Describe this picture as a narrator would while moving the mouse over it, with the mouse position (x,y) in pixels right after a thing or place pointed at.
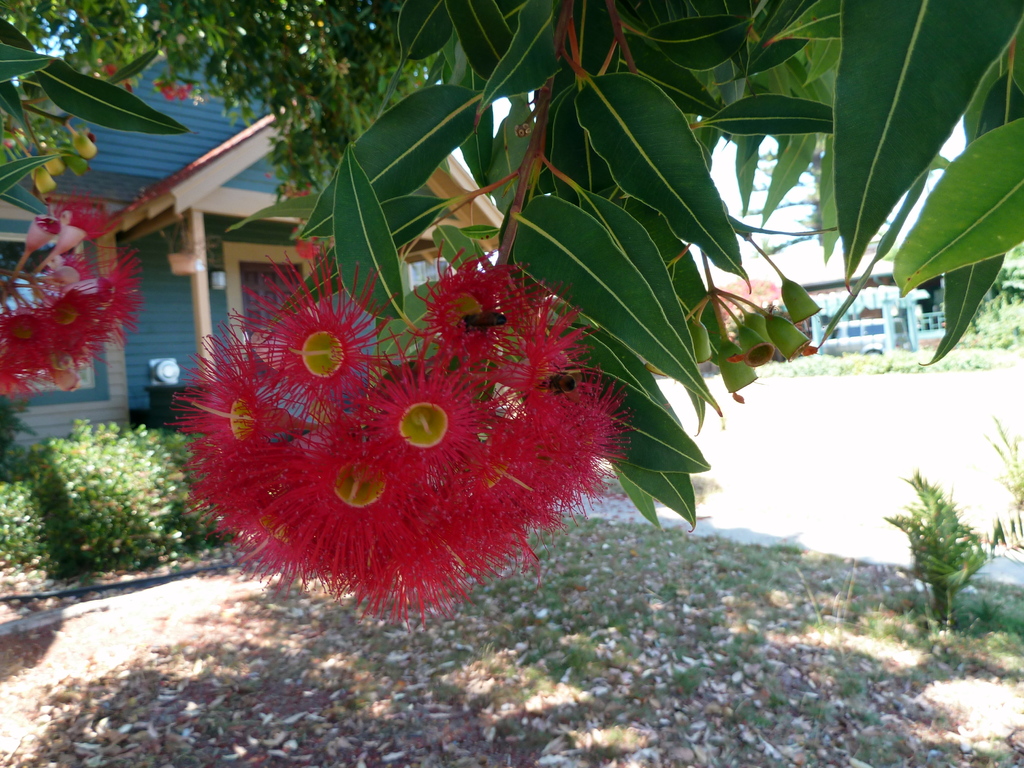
In the image there is a plant (496,93) in the front (498,357) with red flower (439,395) and in the back (216,110) there is a building (185,353) with plants (128,503) in front of it on the land (865,573).
